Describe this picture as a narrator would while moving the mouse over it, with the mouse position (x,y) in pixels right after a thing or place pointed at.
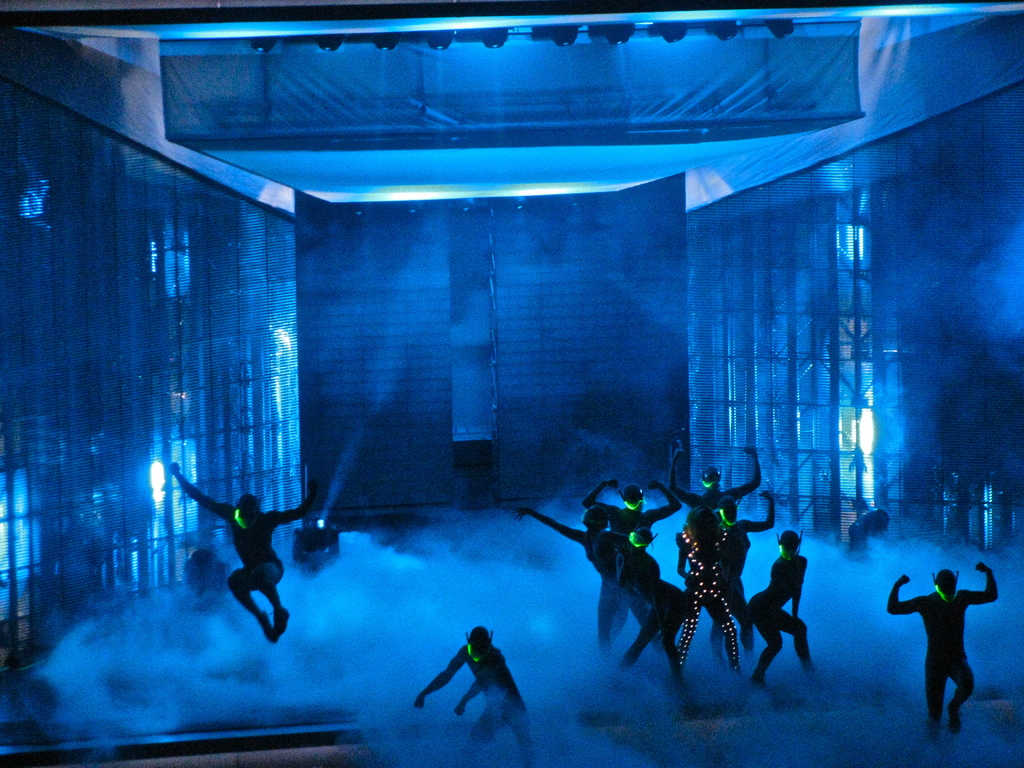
In this image there are some people (259,521) in the costumes (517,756) dancing on the stage (632,721), also there is smoke (92,650) around.
